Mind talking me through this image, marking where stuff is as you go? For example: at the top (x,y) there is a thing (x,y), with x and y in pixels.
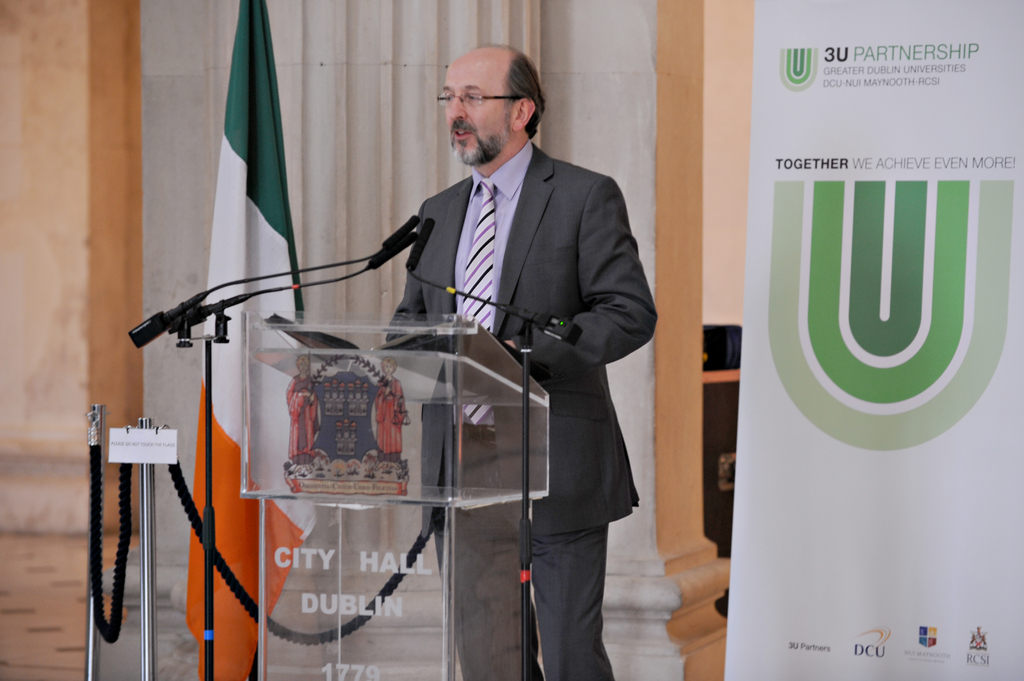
In this image there is a person (526,299) standing in front of the dais (314,547). On top of the dais (245,374) there are mics (143,334). Beside him there is a flag (257,527). On the right side of the image (851,353) there is a banner (893,525). In the center of the image (670,391) there is a pillar (675,558). On the left side of the image (88,245) there is a wall (96,284). At the bottom of the image (50,602) there is a floor (31,602).
